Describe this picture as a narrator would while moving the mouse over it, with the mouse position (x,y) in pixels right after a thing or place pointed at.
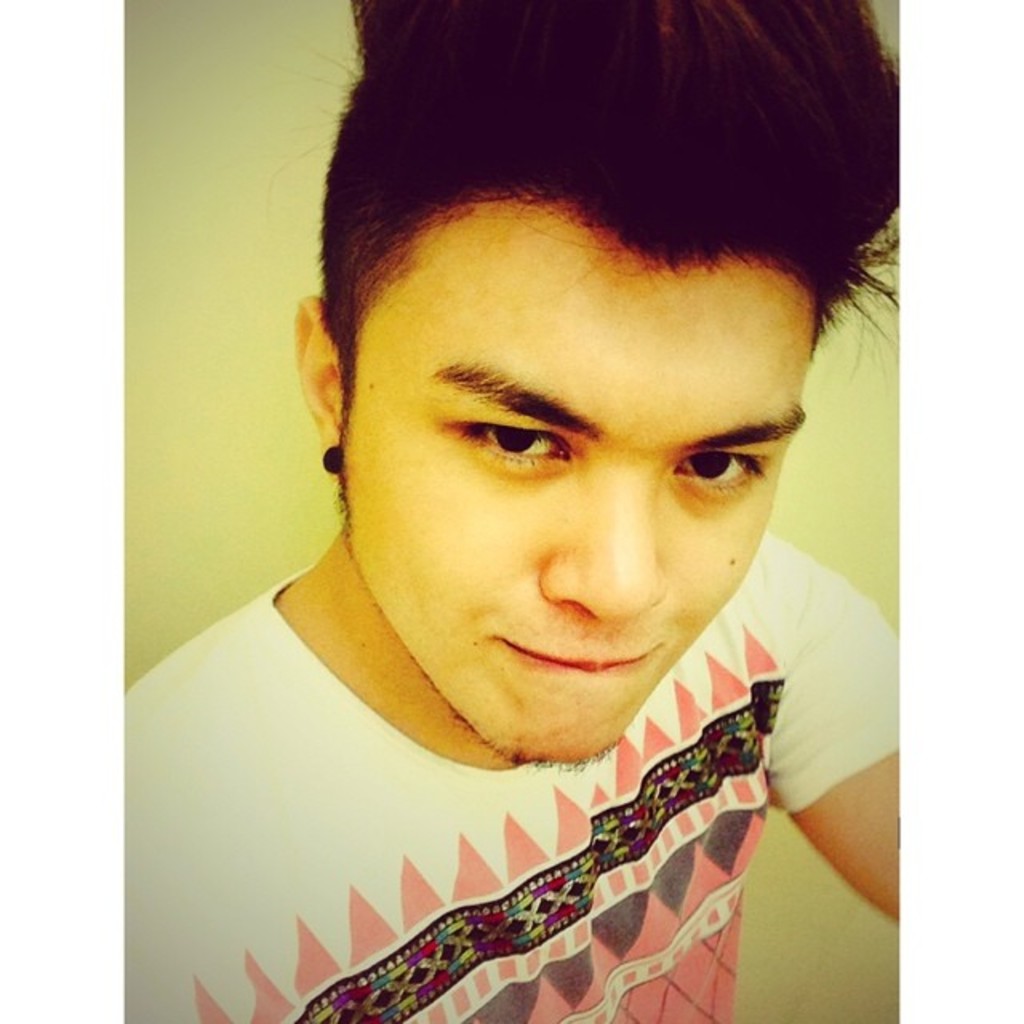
In this image I can see a person (206,825) and the person (206,825) is wearing white color dress (317,763) and I can see cream color background (232,340).
